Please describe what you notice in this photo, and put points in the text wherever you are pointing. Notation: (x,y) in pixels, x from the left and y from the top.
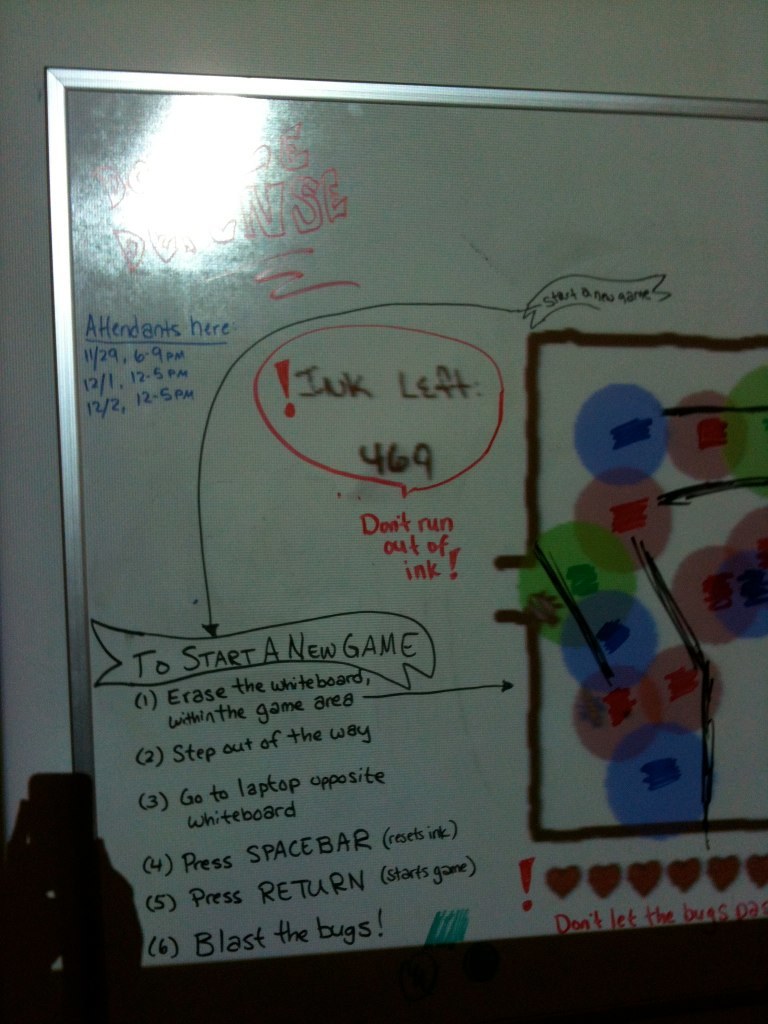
In the image we can see in front (360,121) there is a white board (355,617) on which it's written with markers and its written ¨To Start A New Game¨ on the board (397,673). Behind there is a wall (502,44) which is in white colour.
